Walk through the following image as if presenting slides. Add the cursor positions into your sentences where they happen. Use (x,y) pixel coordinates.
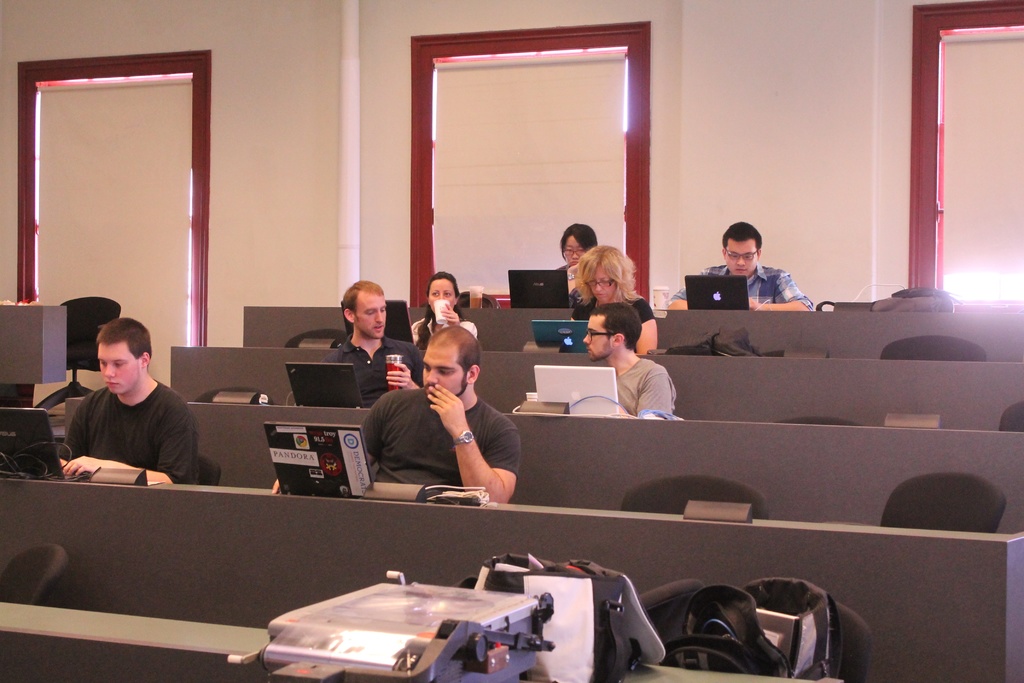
There are few people (440,366) sitting on the chairs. I can see the laptops (545,325) and few other things (476,306), which are placed on the desks (537,515). This looks like a machine (391,654) and a bag (597,664), which are placed on the table (659,675). I can see another bag (759,642) on the chair (842,639). This looks like a pipe (356,250), which is attached to the wall (331,139).
